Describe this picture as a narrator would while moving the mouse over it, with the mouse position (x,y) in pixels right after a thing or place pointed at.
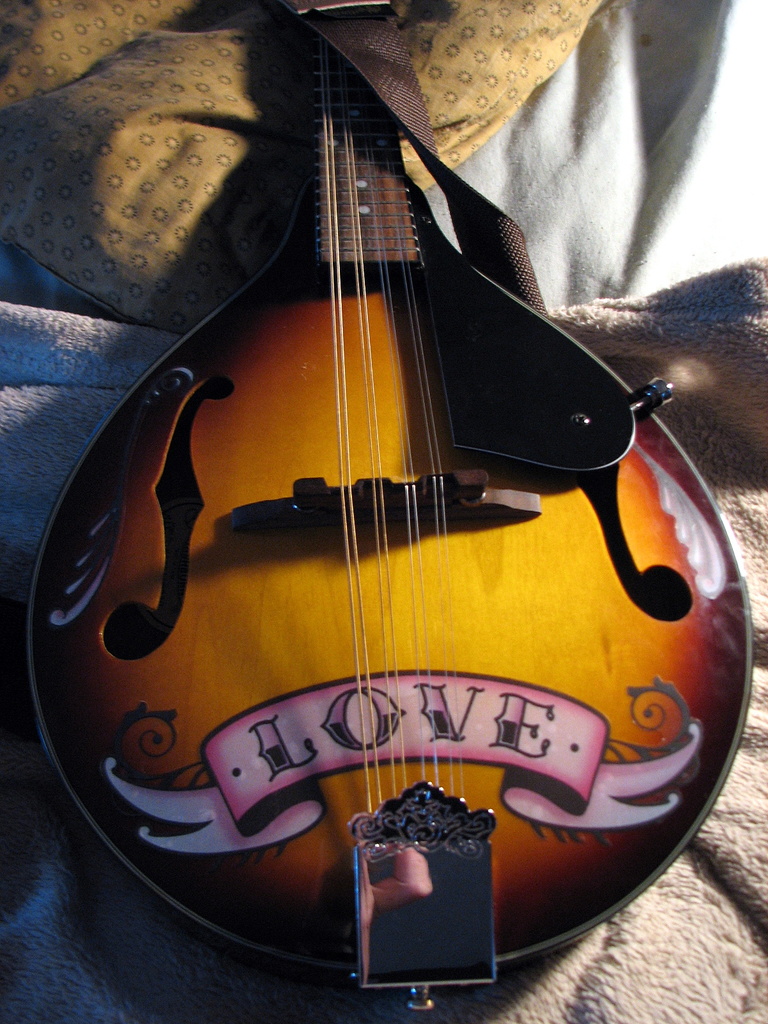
In this image, in the middle (485,491) there is a mandolin (712,695) which is in yellow color, and there is a yellow color pillow (156,237).
